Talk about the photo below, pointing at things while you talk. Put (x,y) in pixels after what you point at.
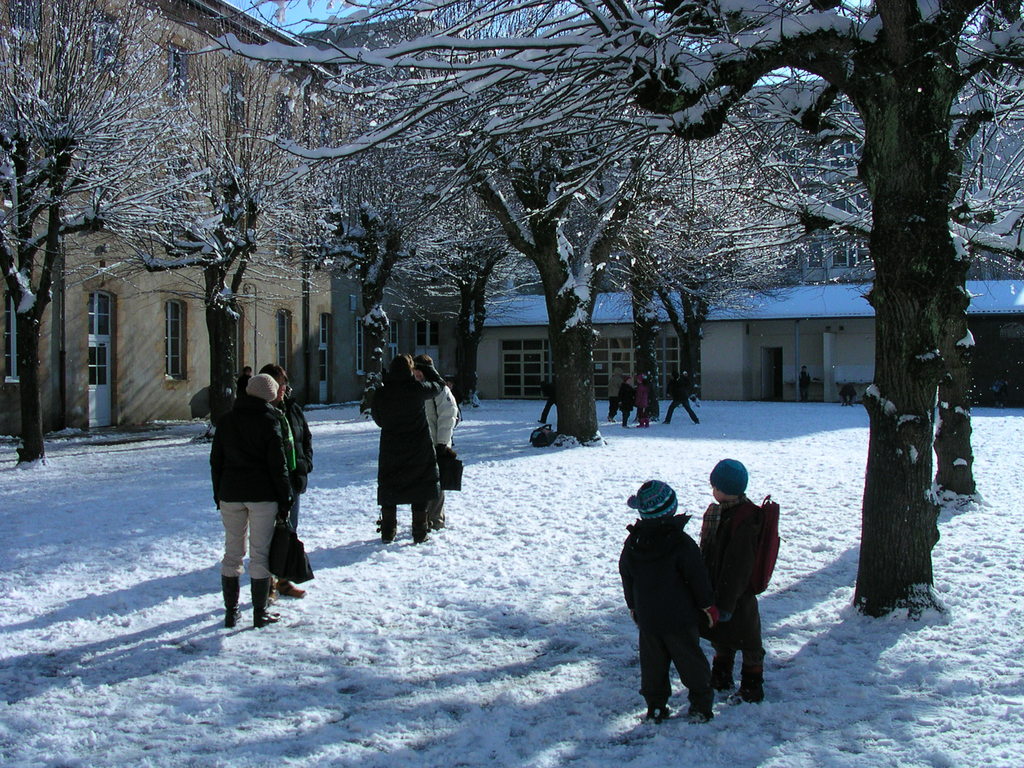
This picture describes about group of people (425,469), they are standing in the snow (524,520), few people (402,377) are holding bags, in the background (949,447) we can see few trees (488,244) and houses (522,370).
